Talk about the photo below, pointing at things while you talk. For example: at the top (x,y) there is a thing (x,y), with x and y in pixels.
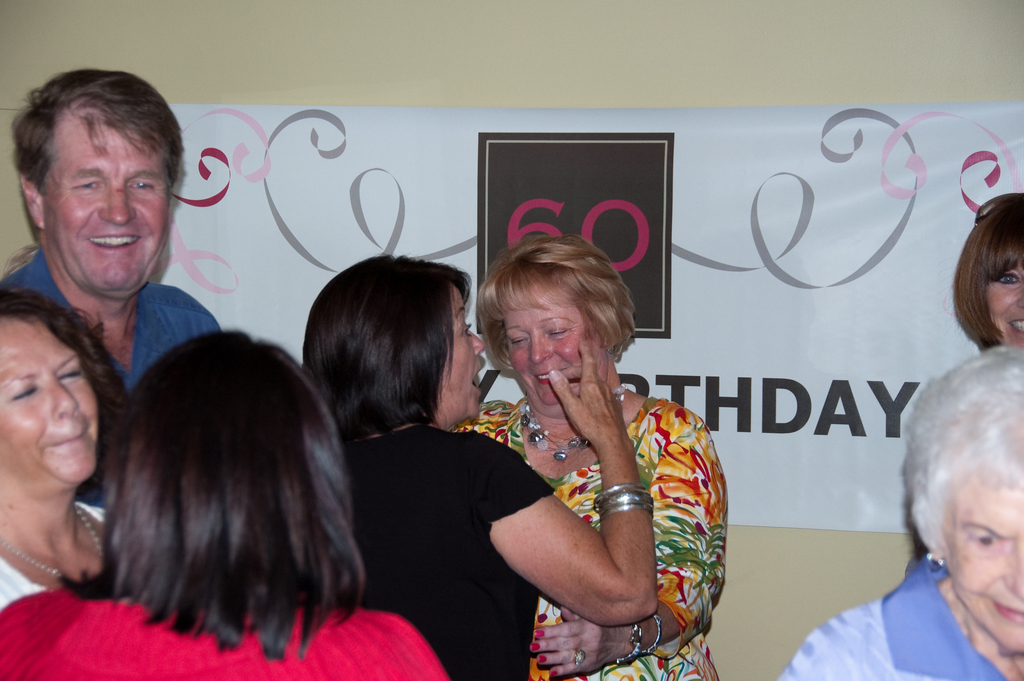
In the foreground of this image (247,402), there are persons (665,484) standing. In the background (756,314), there is a banner (545,167) to the wall (493,43).
